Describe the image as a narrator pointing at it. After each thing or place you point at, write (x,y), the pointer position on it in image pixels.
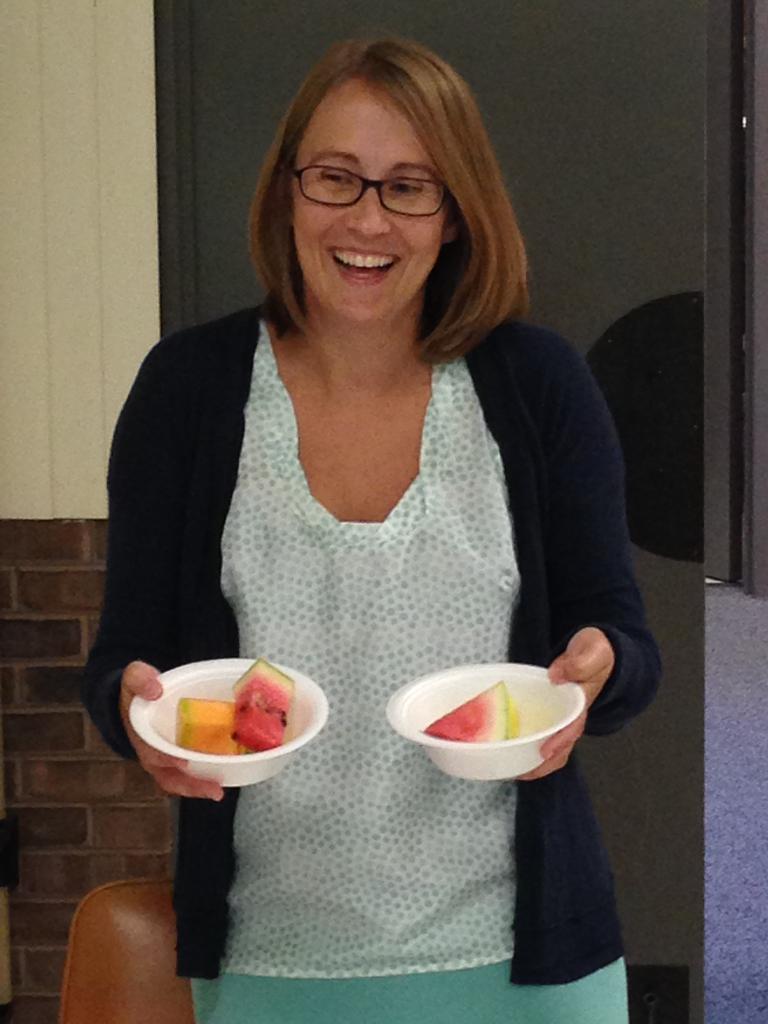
In this picture we can observe a woman (315,664) holding two bowls (302,699) with some fruits (255,698) in them. The woman (339,699) is smiling and wearing spectacles (401,202). In the background (57,419) there is a wall (67,304).
